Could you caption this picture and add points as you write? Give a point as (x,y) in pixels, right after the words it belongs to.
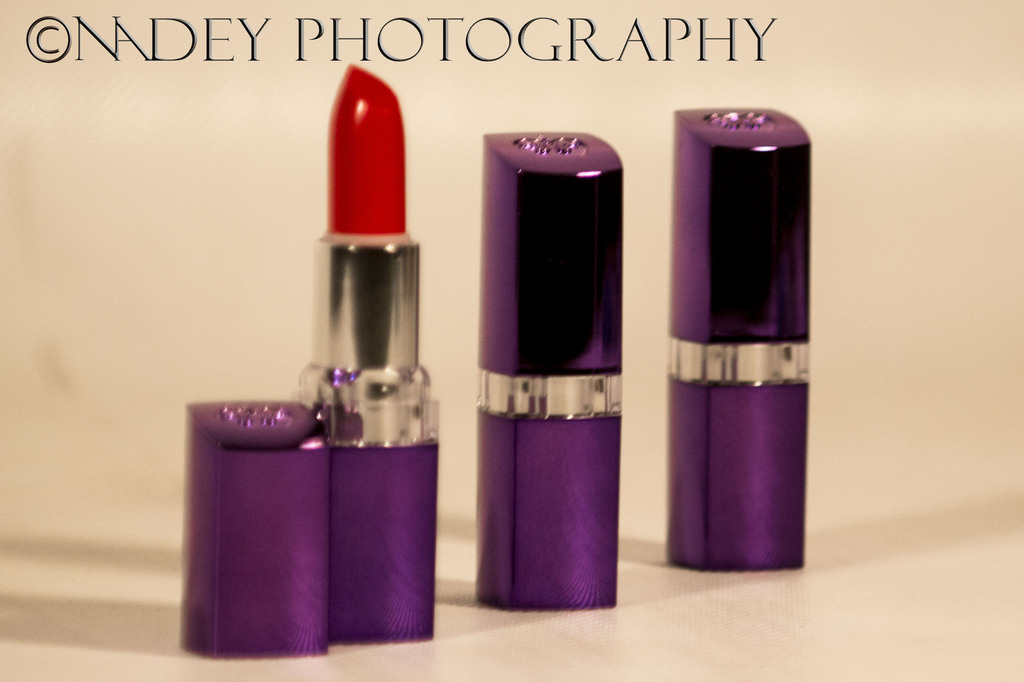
In the foreground (351,234) I can see three lipstick bottles (248,635) kept on the floor (578,632). On the top (127,53) I can see a text (140,49). This image is taken in a room (276,377).
